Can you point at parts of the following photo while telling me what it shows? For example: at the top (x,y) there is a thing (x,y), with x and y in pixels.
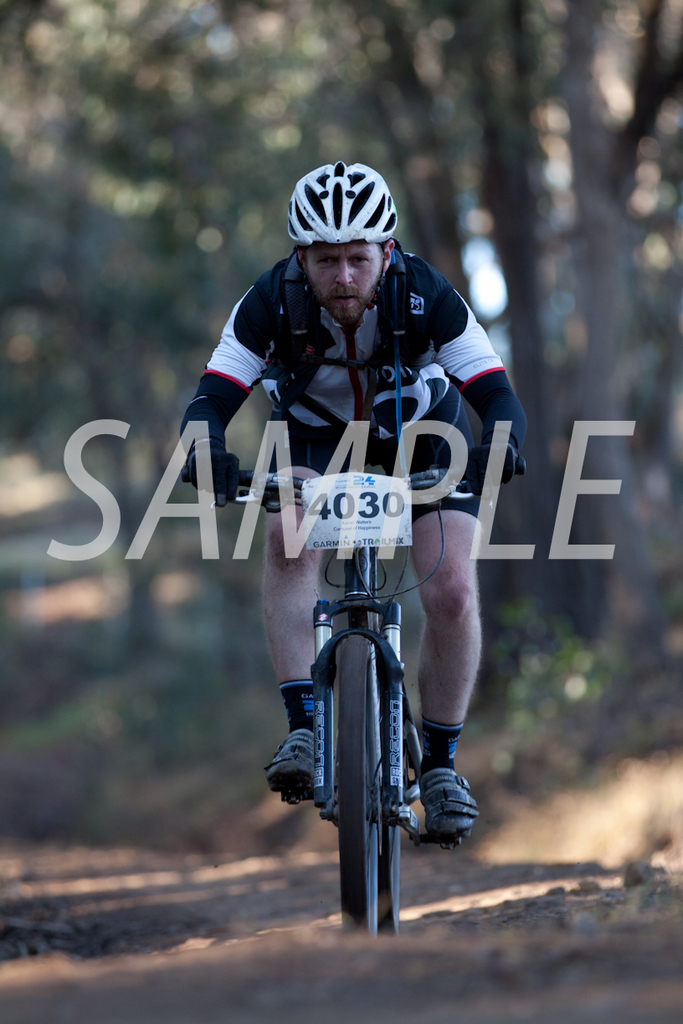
In this image, we can see a man (302,646) sitting on the bicycle (389,733) and in the background (429,117), there are trees (468,213).
